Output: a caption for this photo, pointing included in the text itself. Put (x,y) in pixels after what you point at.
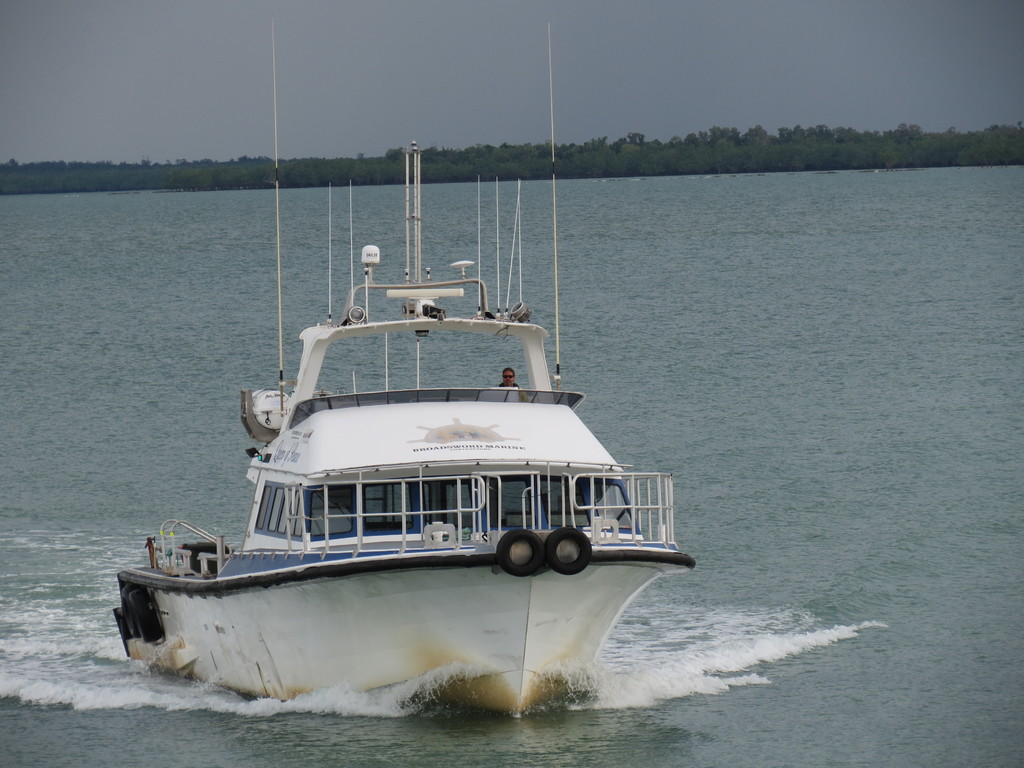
In the picture we can see a boat (374,418) in the water (938,297), which is white in color with some poles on it and we can also see a person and far from the boat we can see some trees (884,166), plants (884,166) and a sky (41,36).
